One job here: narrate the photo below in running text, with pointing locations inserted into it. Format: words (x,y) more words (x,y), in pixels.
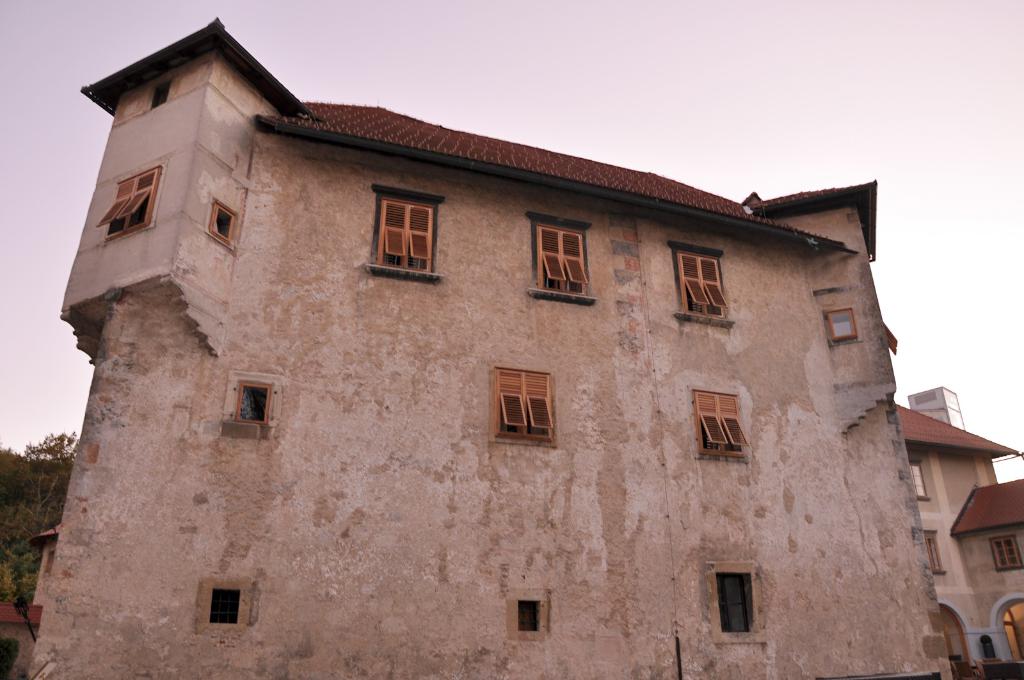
In this image there is a building (558,466) in the middle (503,361). On the left side (36,521) there are trees (5,534). At the top (627,87) there is the sky (622,81). There are few windows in the middle of the building (565,325).
